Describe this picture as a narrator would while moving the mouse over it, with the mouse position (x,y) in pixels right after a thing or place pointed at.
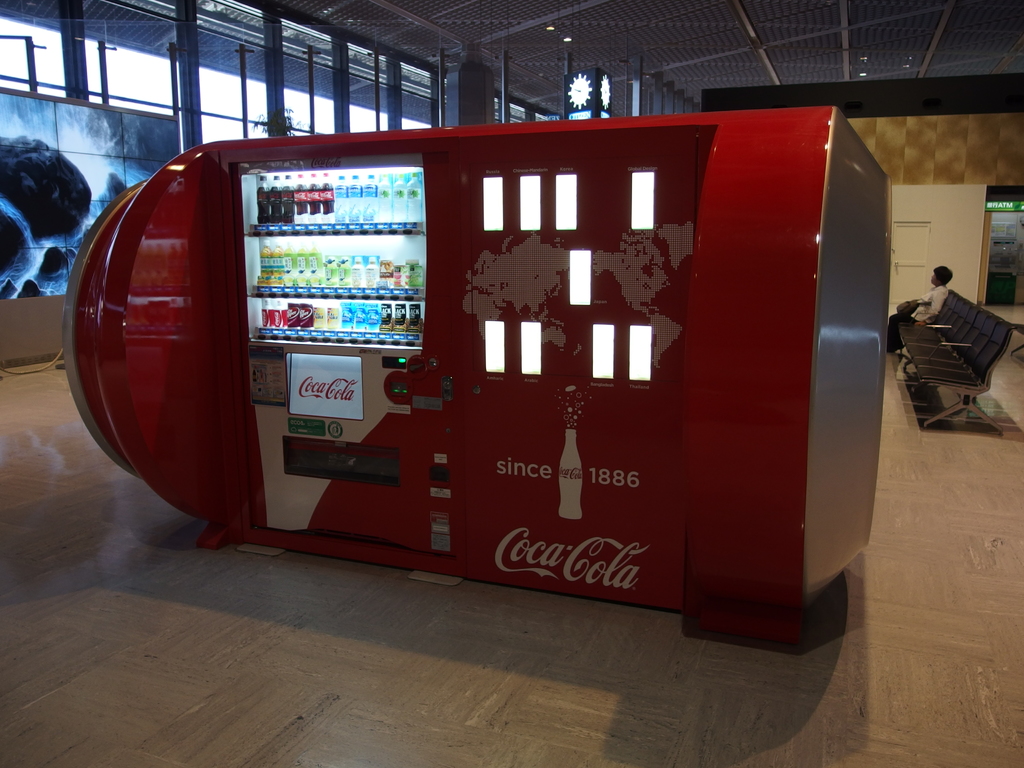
In this image we can see a coca cola machine (390,379), in the machine (391,397) we can see some bottles (319,264), at the top (706,18) we can see the roof (700,33), also we can see the chairs (942,332), poles (242,72), person (934,287), door (919,234) and a screen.
